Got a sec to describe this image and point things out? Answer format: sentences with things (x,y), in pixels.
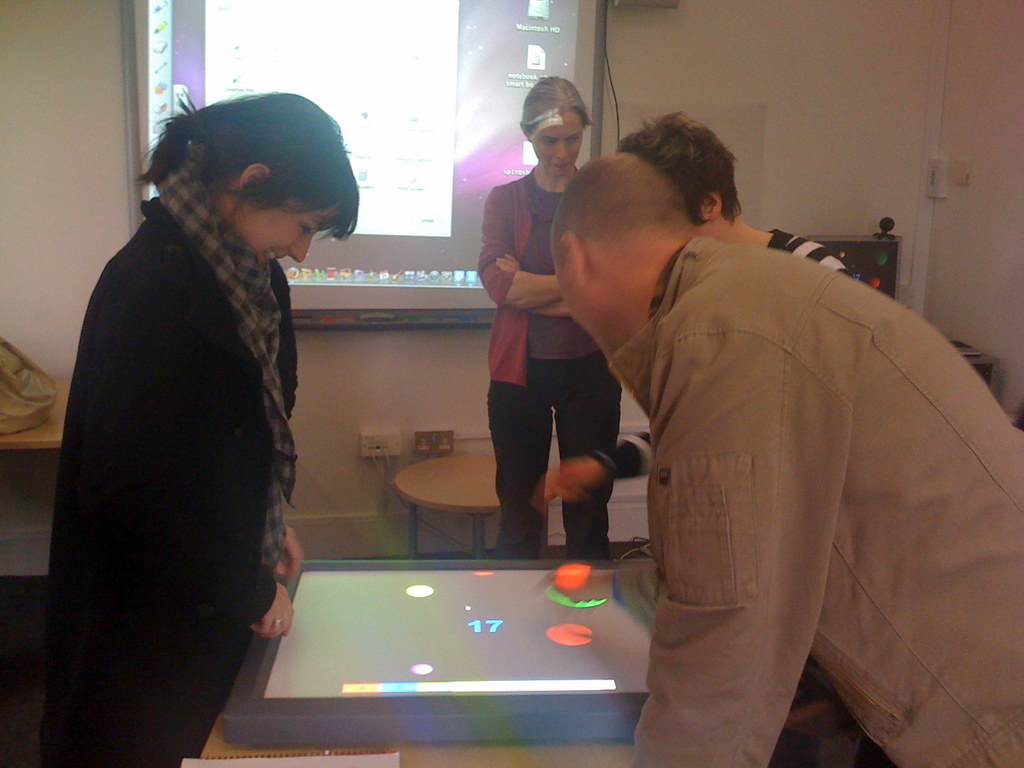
In the image there are few people (657,507) looking at screen (594,669) in the background (413,68) there is another screen (388,91), in front of it there is a woman (542,203) stood.
